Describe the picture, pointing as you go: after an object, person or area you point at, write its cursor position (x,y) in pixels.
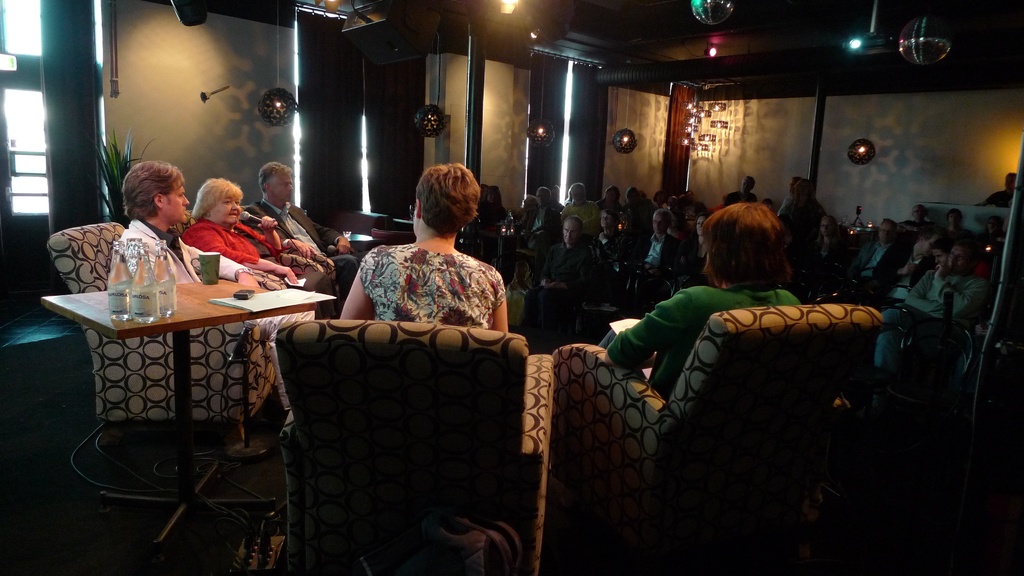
Group of people (668,218) are sitting on chairs (689,369). In between of this two persons (368,291) there is a table (232,291), on this table (181,293) there bottles (119,280), papers (280,306), mobile (241,290) and cup (212,270). On top there are lights (716,53). Beside this window (36,166) there is a plant (113,191).
